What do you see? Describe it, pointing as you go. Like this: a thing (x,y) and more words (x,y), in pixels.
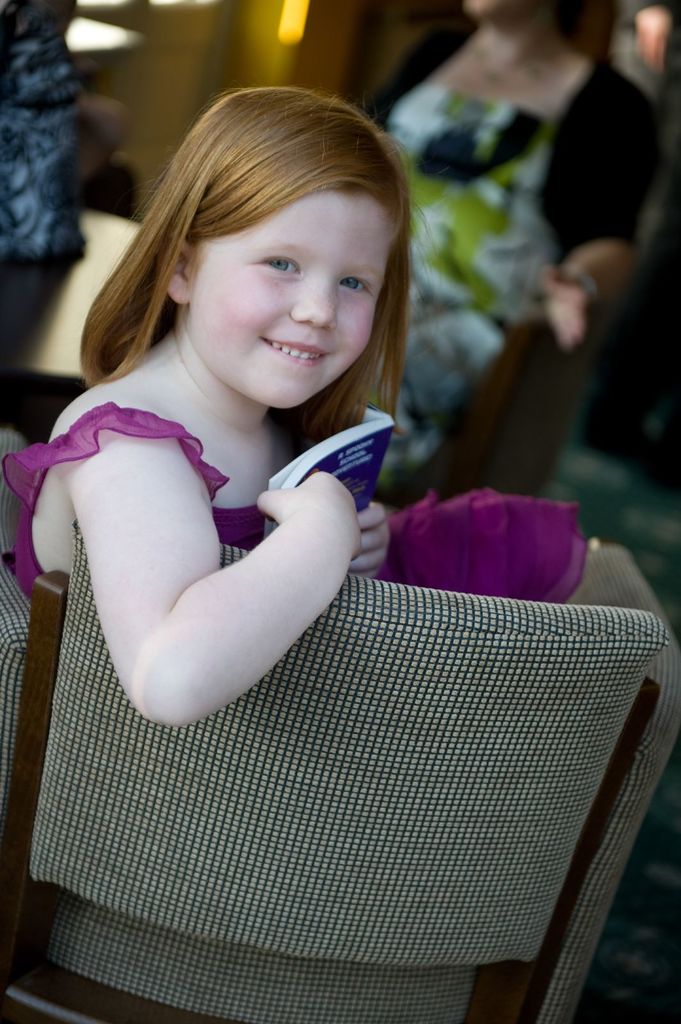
In this image I can see a girl (227,358) wearing a purple color gown (519,537), she smiling and she holding book (345,451) and she sit on the chair (270,808) back side of her there are some persons (65,121) standing.
